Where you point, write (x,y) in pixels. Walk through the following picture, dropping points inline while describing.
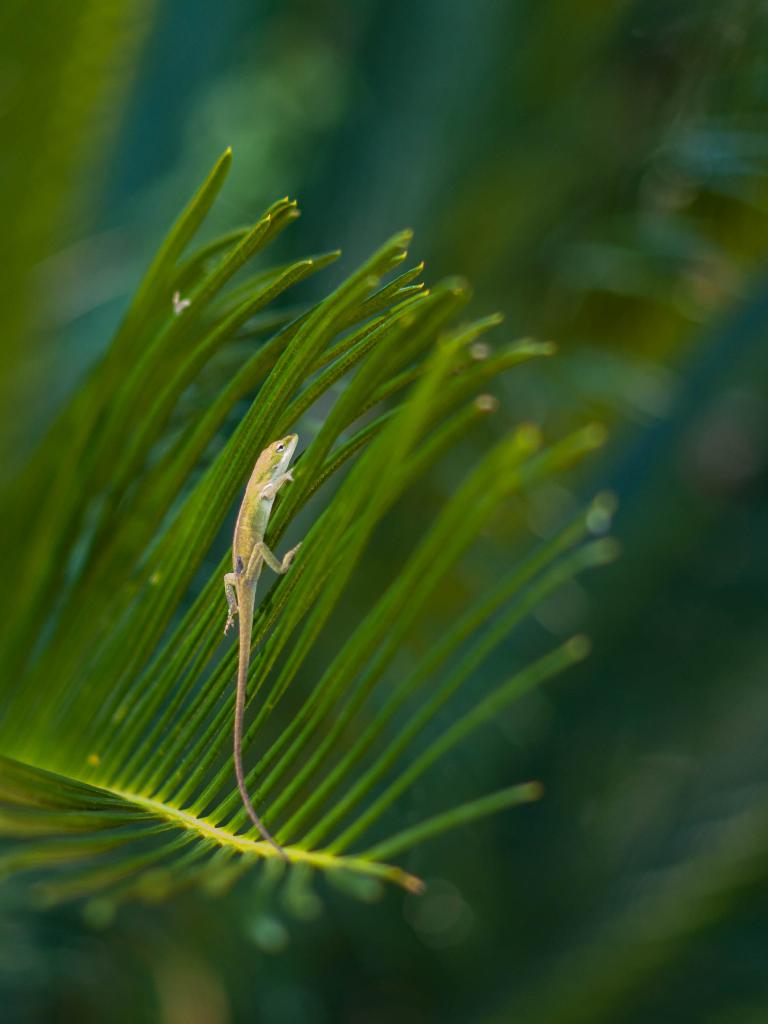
In this image we can see chameleon (256,531) on the tree (109,412).
